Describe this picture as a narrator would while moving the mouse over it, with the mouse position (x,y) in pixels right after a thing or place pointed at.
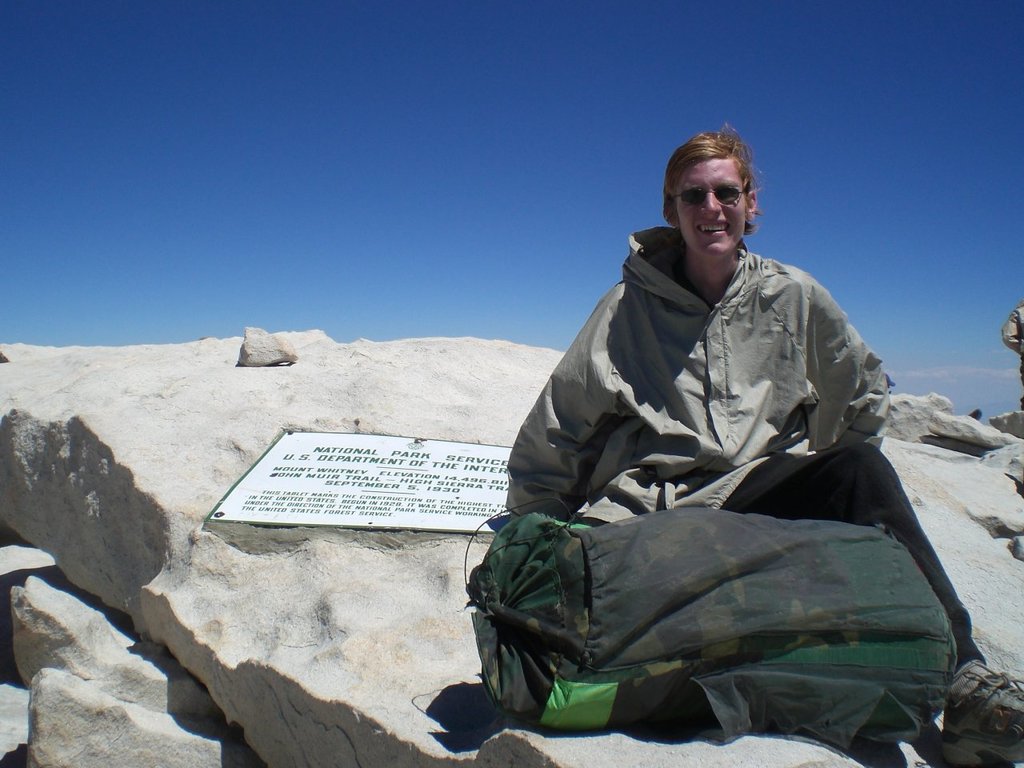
In this image there is one person (690,460) who is sitting and in front of him there is one bag (825,575), and in the background (1009,445) there are some rocks (1009,445) and on the rocks (238,470) there is one board (399,476). On the board (404,477) there is some text (369,459), and at the top of the image (549,171) there is sky (293,172).
